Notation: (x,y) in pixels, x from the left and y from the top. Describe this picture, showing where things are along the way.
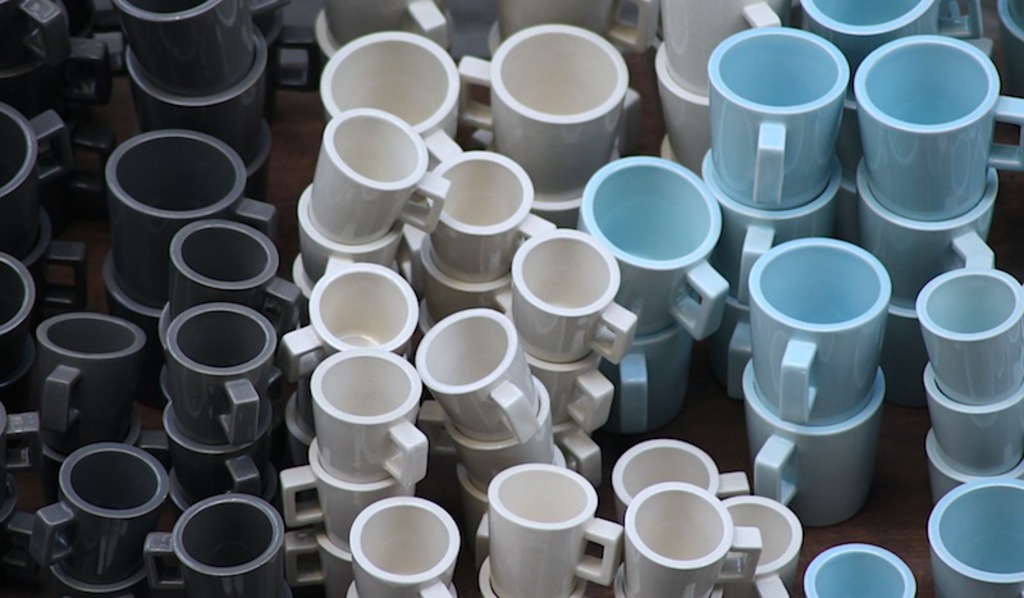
In the picture I can see the ceramic cups (355,280) of black, white and blue color.
